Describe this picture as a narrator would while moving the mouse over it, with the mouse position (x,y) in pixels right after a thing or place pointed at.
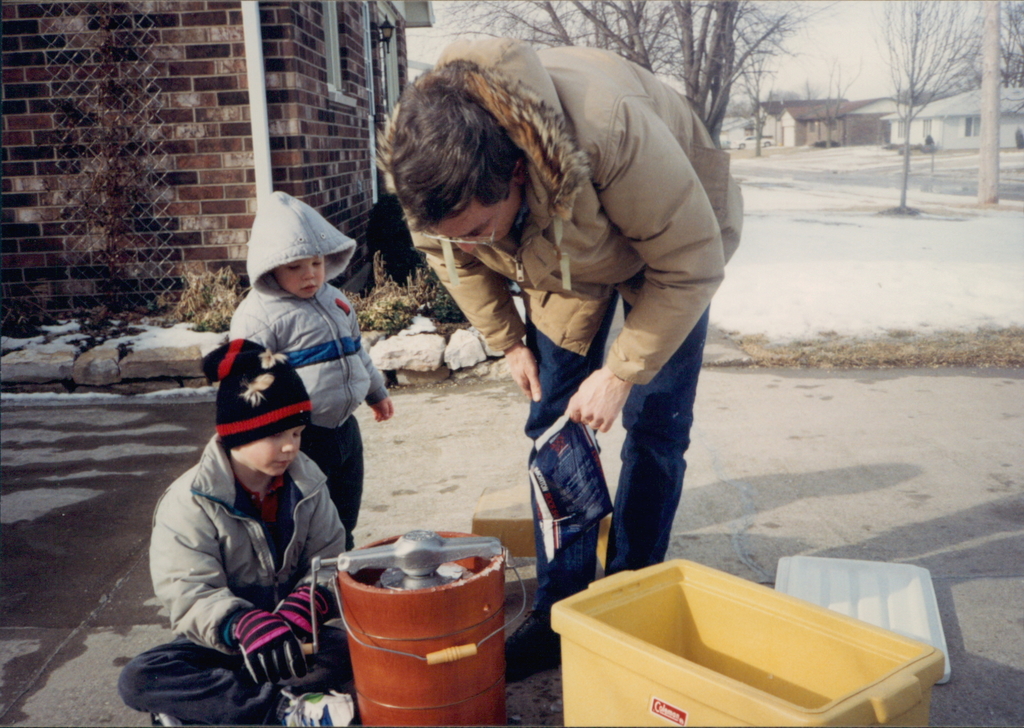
In this picture there is a man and two small boys (280,357) in the center of the image (583,280), it seems to be a cylinder (401,597) and a tub (686,622) at the bottom side of the image (502,562) and there are houses (381,11), trees (639,11), a car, and snow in the background area of the image (716,142).
